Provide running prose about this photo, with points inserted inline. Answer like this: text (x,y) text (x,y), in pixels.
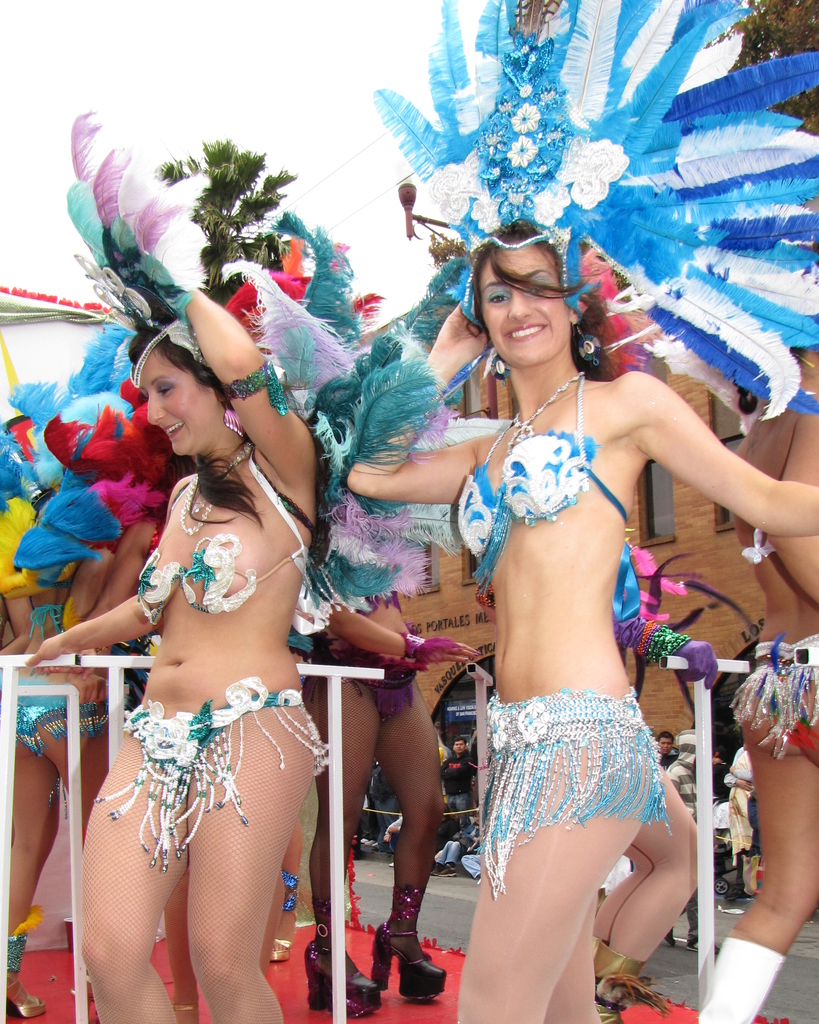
In the image few people (204,829) are standing and smiling. Behind them there is a fencing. At the top of the image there are some trees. Behind the trees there is sky (34,28).
